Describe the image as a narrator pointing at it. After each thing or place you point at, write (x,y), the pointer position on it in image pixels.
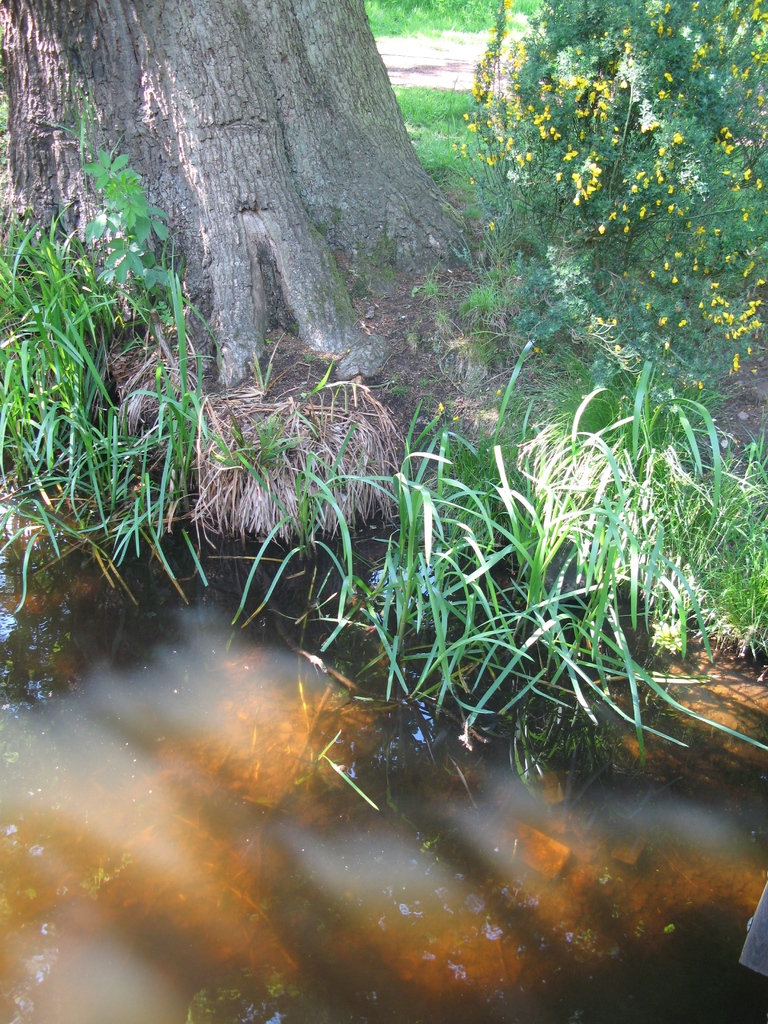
In this image there is water (412,901) at the bottom (374,757). At the top (291,265) there is a tree trunk (362,230). There is grass (382,458) beside the water (414,773). On the right side (649,131) top there are plants (622,216) with small yellow color flowers (592,93). In the background (453,63) there is a way (430,51).
